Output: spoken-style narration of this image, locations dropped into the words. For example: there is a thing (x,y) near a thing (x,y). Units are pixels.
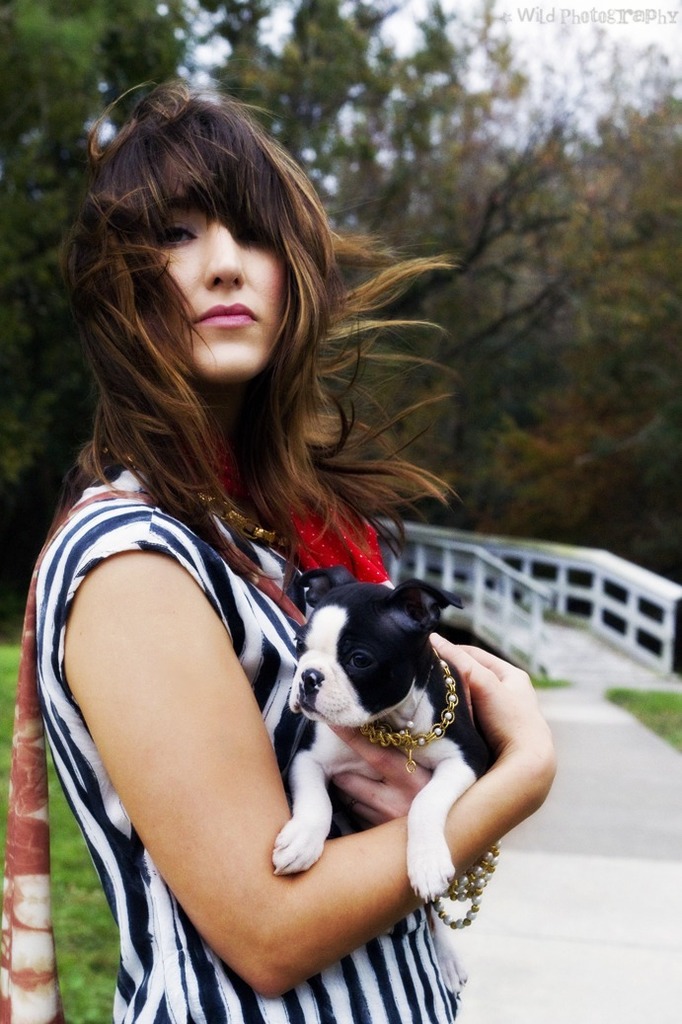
This person (238,611) standing and holding dog (393,697). We can see trees (637,369).
